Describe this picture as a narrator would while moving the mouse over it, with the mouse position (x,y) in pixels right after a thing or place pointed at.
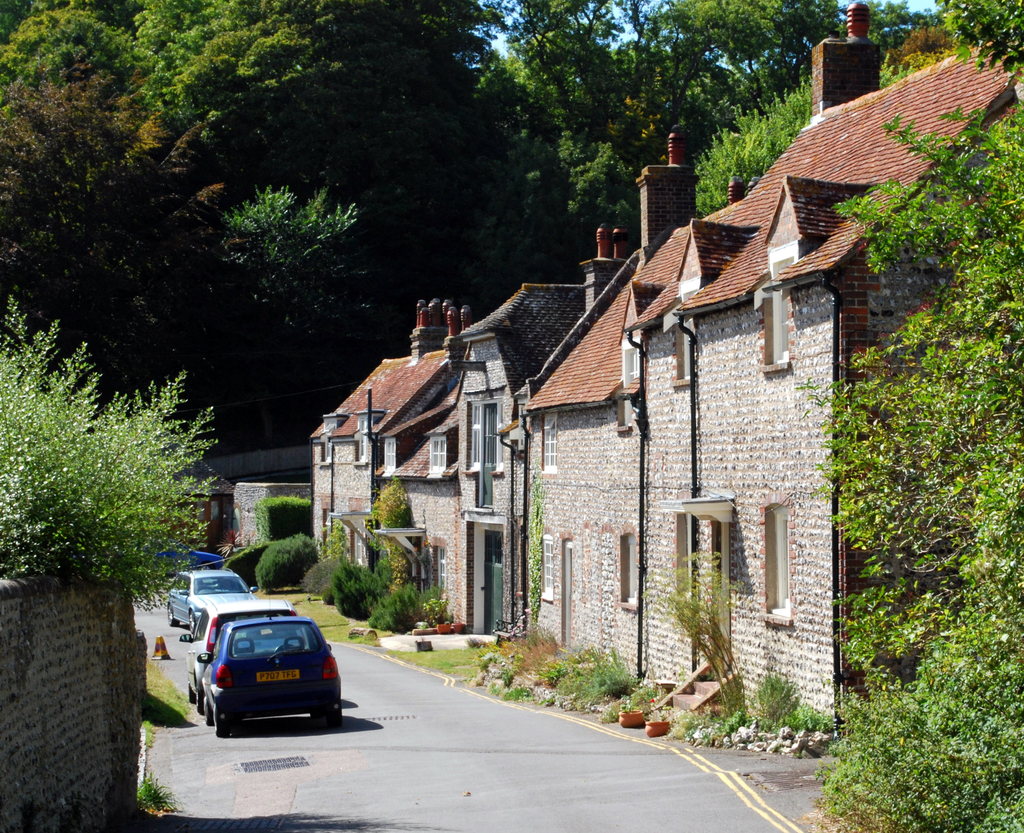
In this image we can see few houses (576,455). There are many trees (256,385) and plants (392,489) in the image. There are few vehicles (313,673) on the road (352,694). There is a sky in the image.
